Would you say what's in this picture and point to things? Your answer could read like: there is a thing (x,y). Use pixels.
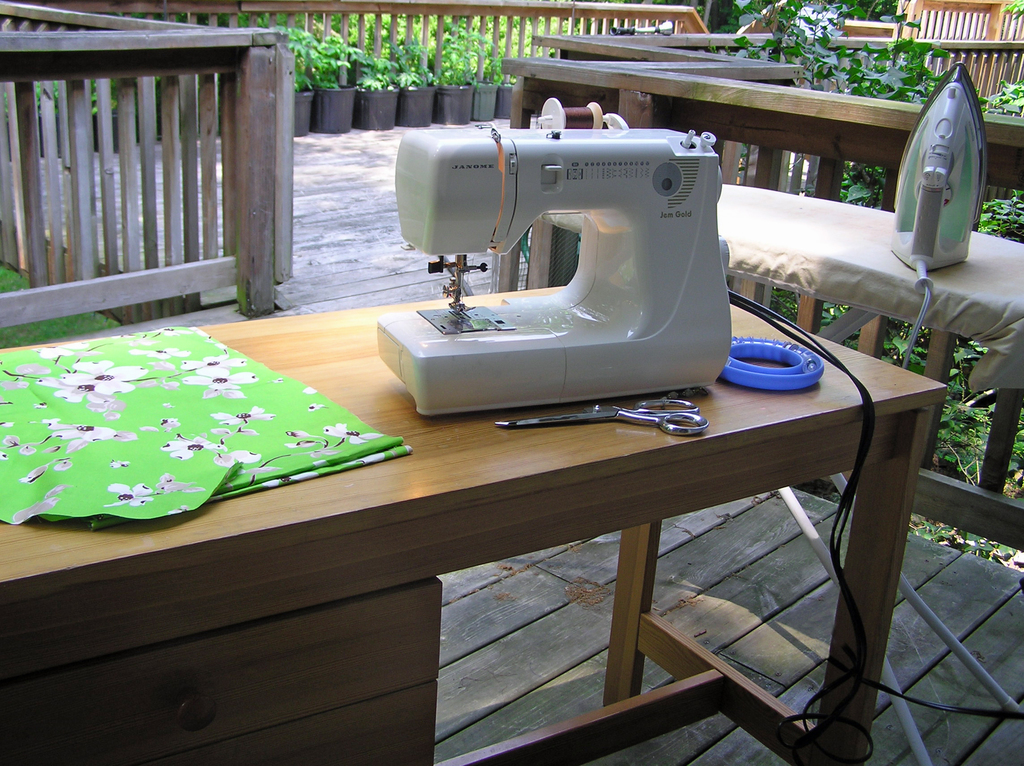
In this picture there is a table (480,544) in the center (589,499). On the table (532,413), there is a sewing machine (561,340), scissors (664,428) and a cloth (292,420). Behind it there is another table (885,230) with a iron box (920,219). In the background (209,176) there are hand-grills (584,88) and plants (856,192).
